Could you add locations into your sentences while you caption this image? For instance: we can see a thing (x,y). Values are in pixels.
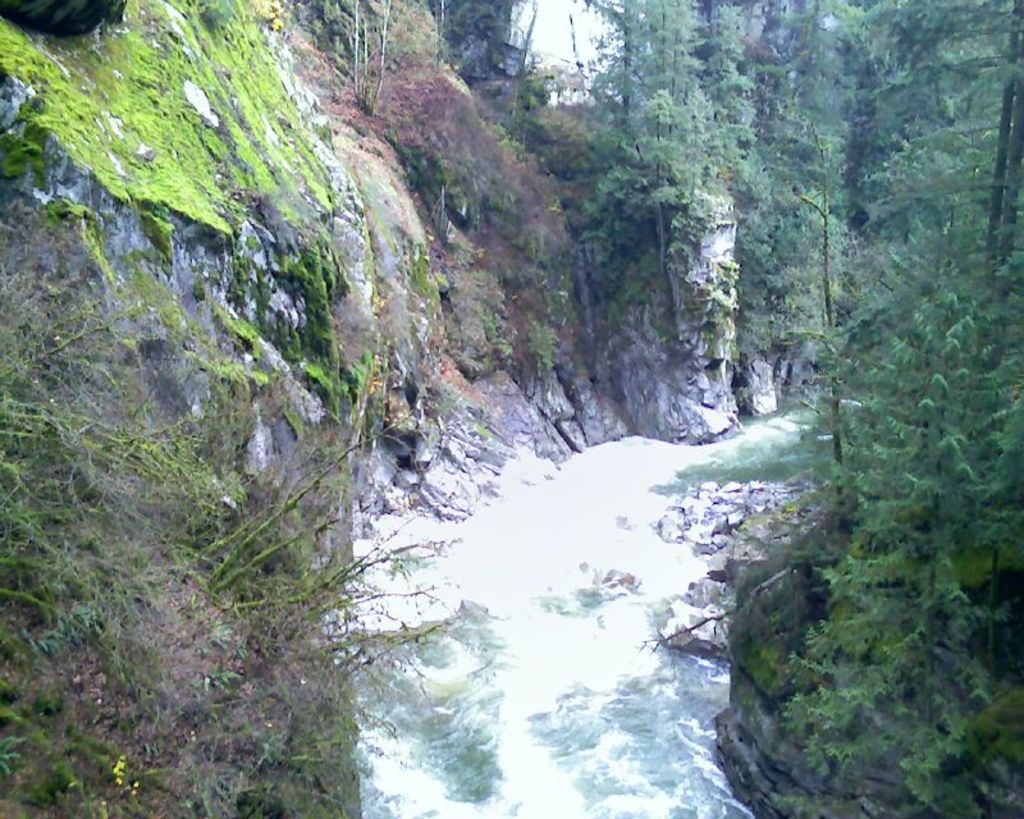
In this image water (492,573) is flowing in between the rocks (610,438) having few trees (765,244). Left top there's grass (151,137) on the rock (160,234).
